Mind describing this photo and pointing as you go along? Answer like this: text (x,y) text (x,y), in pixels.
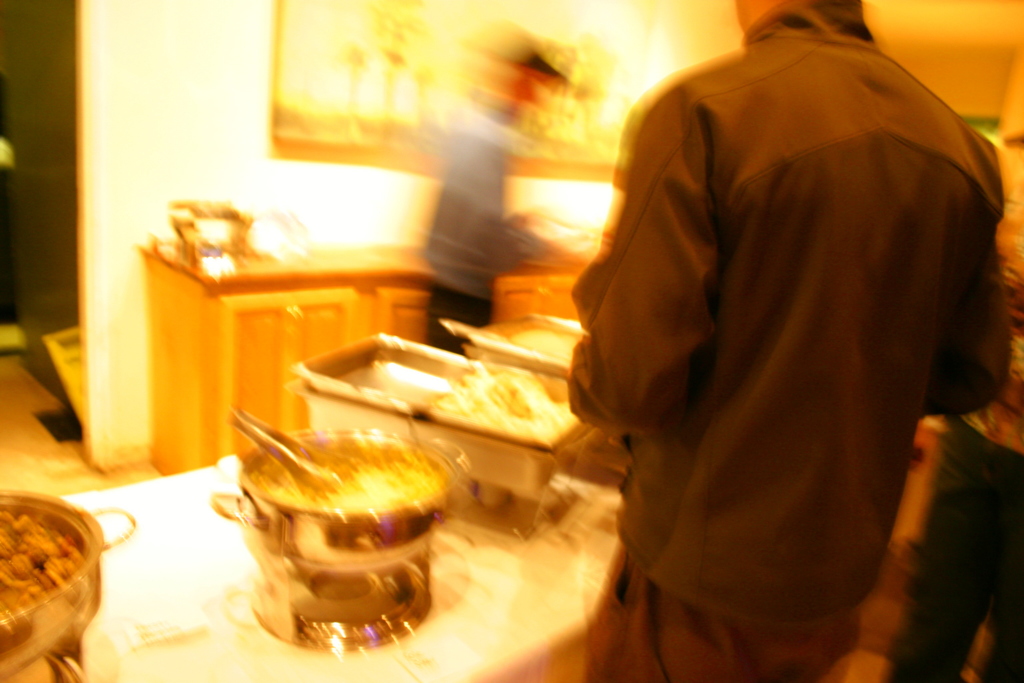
In front of the picture, we see a man (851,279) in black shirt (872,257) is standing. In front of him, we see a table (184,615) on which serving bowls (263,533) containing food (384,466) are placed. Behind that, we see a man (502,167) in grey shirt (489,230) is standing. Behind him, we see a table (305,300). Behind that, we see a white wall (217,102) on which photo frame (283,91) is placed. This picture is blurred in the background (332,290).
